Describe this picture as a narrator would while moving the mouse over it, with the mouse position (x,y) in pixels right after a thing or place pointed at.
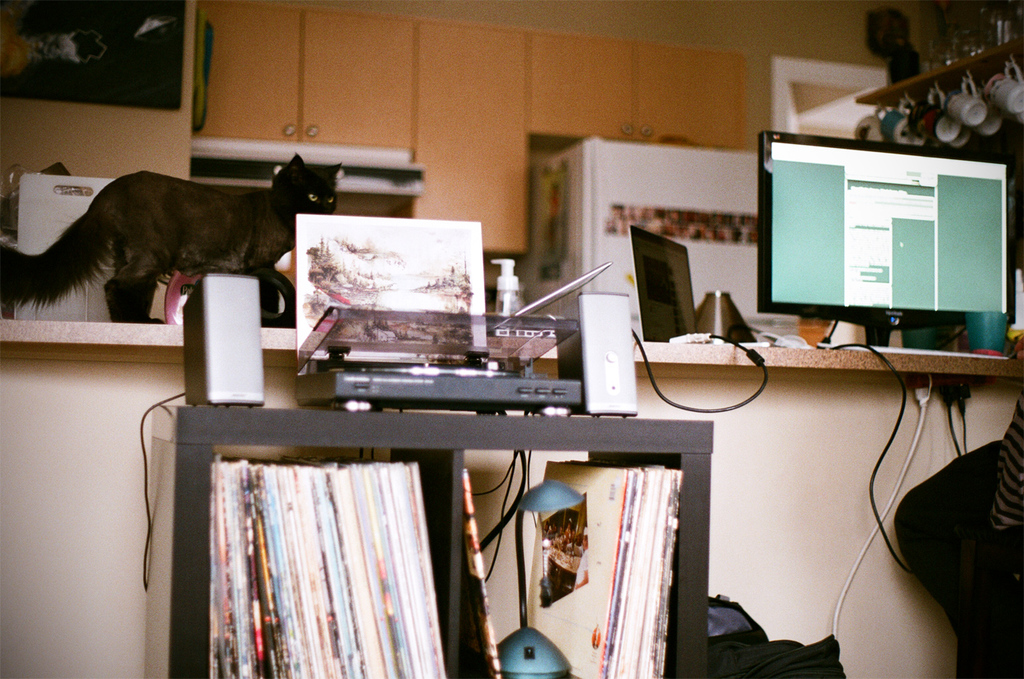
In this image I can see speakers (243,296), books (368,633) and some objects (501,400) on the rack (302,443). Back Side I can see a black color cat (246,202), system (813,242), laptop (655,297) and some objects (736,335) on the table (636,359). I can see a cupboard (393,62) and frame (123,89) is attached to the wall (147,117).
